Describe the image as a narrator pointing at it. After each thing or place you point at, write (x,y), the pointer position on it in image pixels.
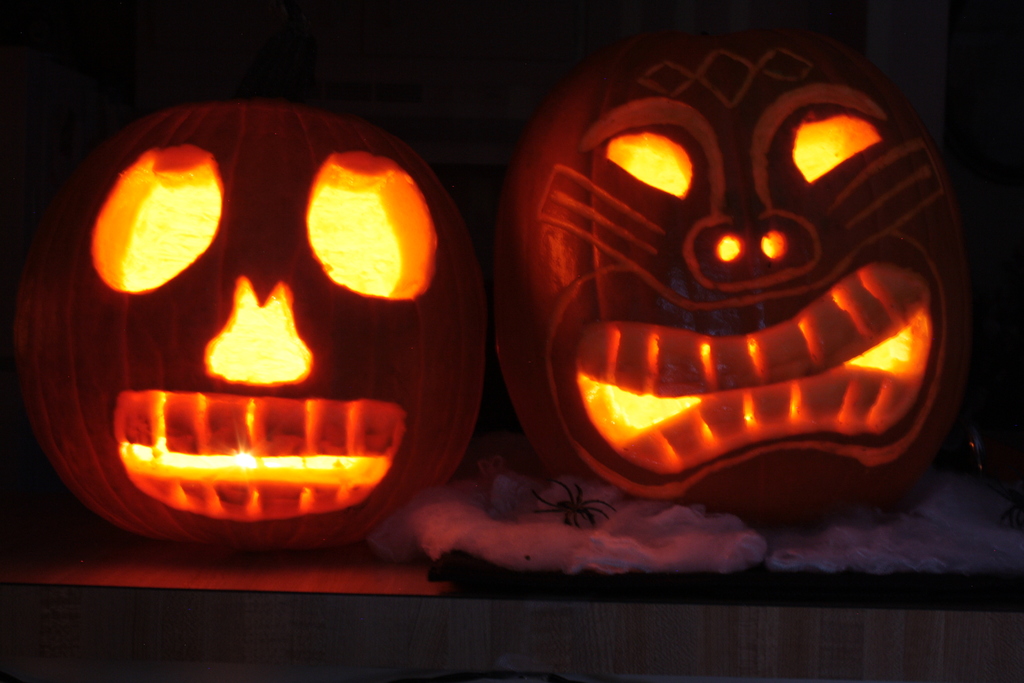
This image consists of pumpkins (309,402) which are carved. And we can see the lights (269,371), are kept on the desk (588,658). Below the pumpkin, we can see an object (607,546), which looks like a cotton pad (628,546).
